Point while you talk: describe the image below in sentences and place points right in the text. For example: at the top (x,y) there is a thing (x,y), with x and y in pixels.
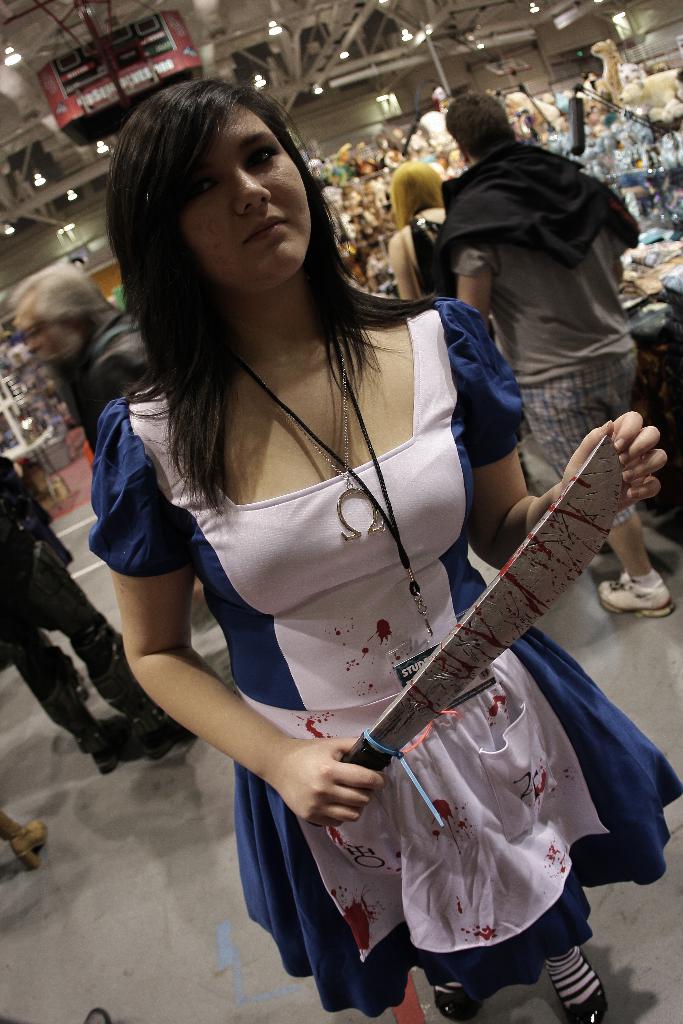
In this image in the front (351,623) there is a woman (373,706) standing and holding an object (423,725) in her hand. In the background (404,243) there are persons (429,245) and there are lights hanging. On the top (82,98) there is an object (94,92) which is hanging and it is in red in colour. In the background (358,186) there are toys (611,164).
